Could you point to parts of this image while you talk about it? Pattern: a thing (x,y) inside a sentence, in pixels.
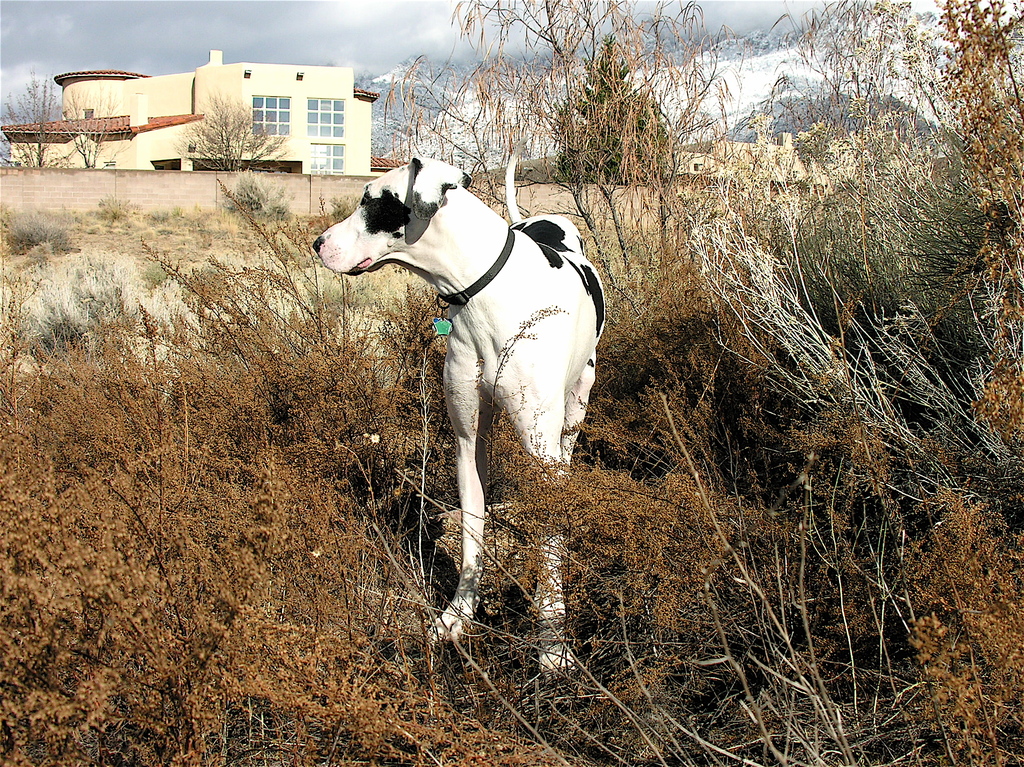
Here we can see a dog (468,391) standing on the ground (101,242), we can also see bare plants (426,416) and trees (506,146). In the background (86,193) there are bare trees (679,147), buildings (163,165), mountain (810,128), wall (152,177) and clouds (237,9) in the sky (237,9).
